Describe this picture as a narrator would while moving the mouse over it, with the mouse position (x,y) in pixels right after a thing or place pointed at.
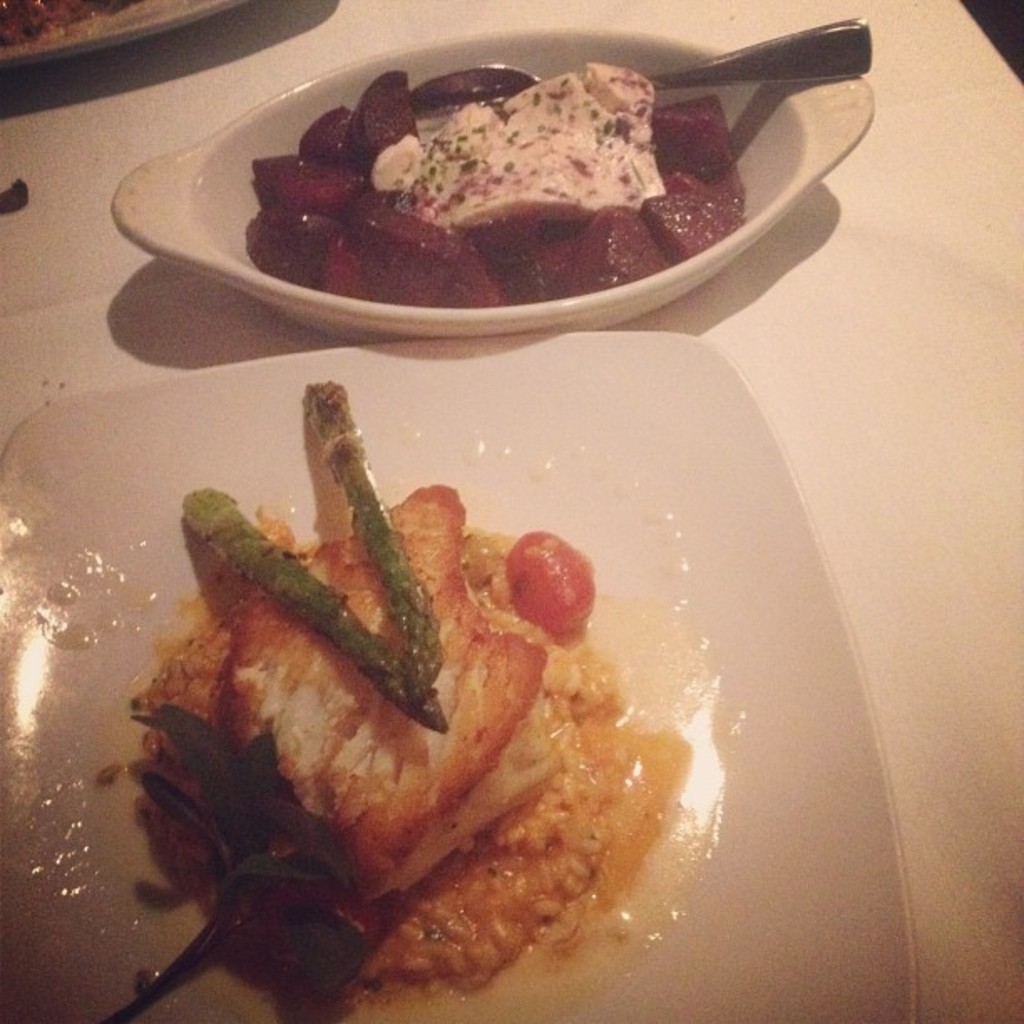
In this image there is a big plate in which there is some food (407,804). At the top (391,192) there is another small plate (235,202) in which there is beets (665,202) with cheese (490,178) and a spoon (431,99).
